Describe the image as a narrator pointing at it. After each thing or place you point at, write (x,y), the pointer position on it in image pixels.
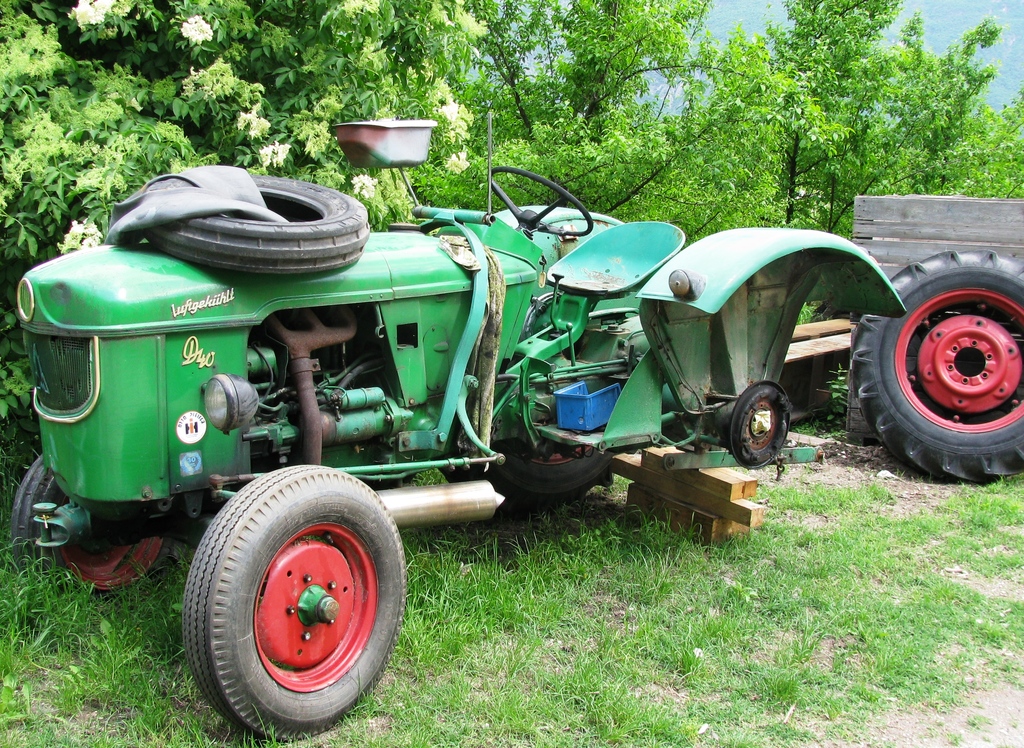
We can see vehicle (720,249), grass (1013,502) and Tyre (968,262), behind this Tyre (969,275) we can see wooden surface (915,220). In the background (850,216) we can see trees (653,139) and flowers (133,100).
